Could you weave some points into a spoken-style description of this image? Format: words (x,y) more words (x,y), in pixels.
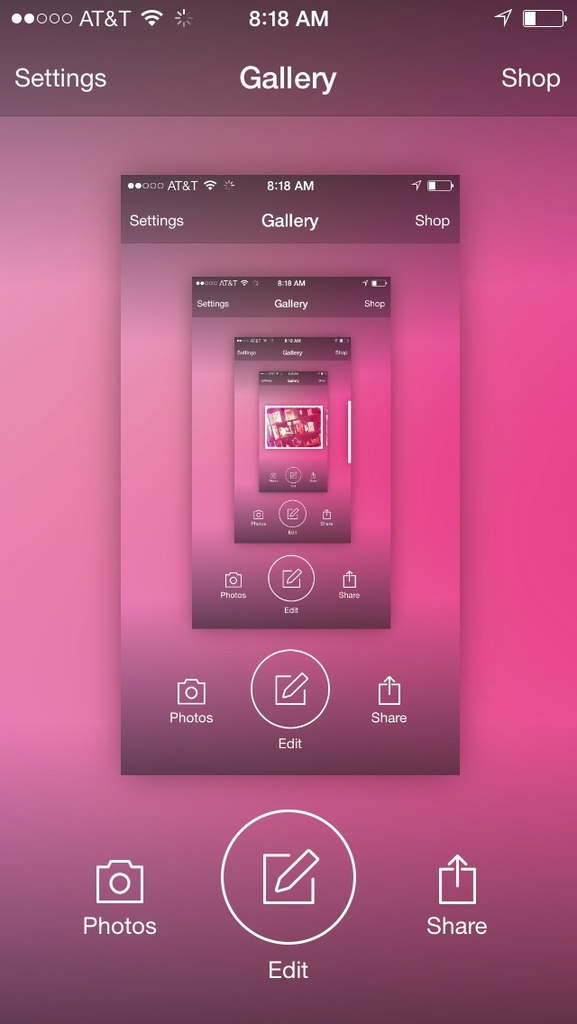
This is a pink color screen (303,483) of a mobile (317,847) with some icons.
